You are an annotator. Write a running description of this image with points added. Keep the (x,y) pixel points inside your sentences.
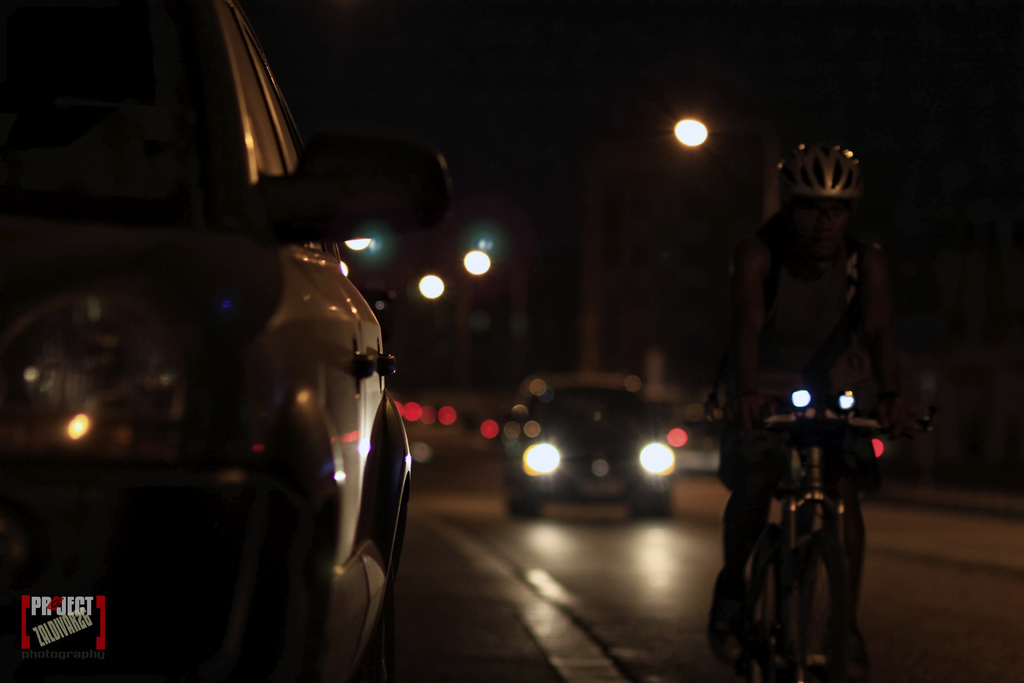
In this image we can see cars (409,449) on the road (619,552). Also there is a person (817,389) wearing helmet (821,180) is riding a cycle (838,503). In the back (672,127) there are lights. In the left bottom corner (58,600) there is a watermark (50,631).
